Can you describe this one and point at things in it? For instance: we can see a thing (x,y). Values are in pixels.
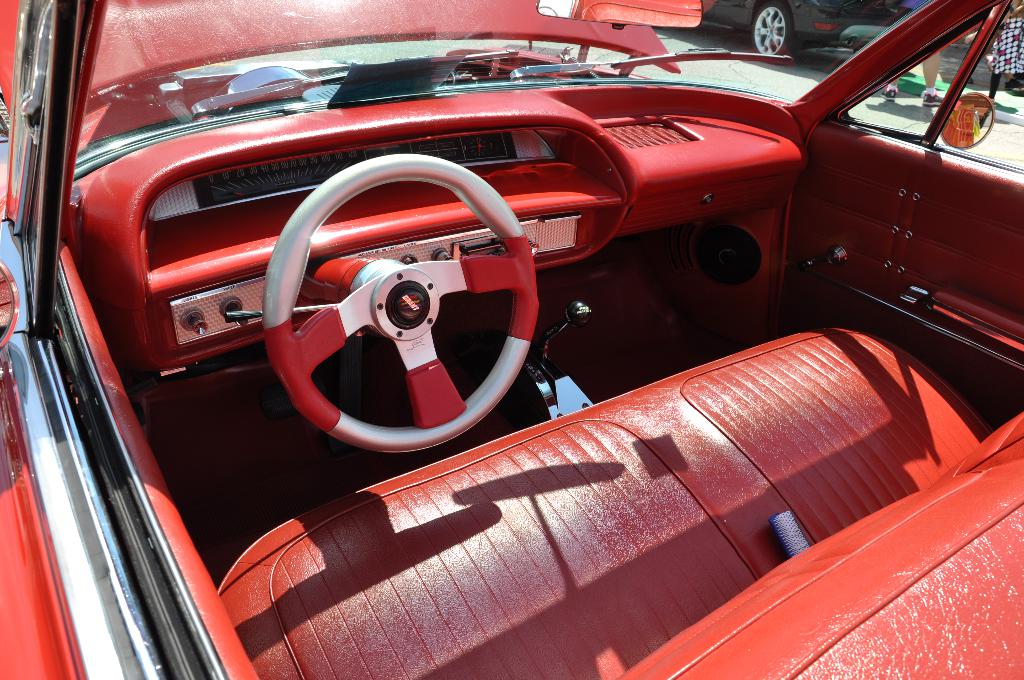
In this picture there is a car (256,245) in the center of the image (624,410), which is red in color and there is another car (770,33) and people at the top side of the image (805,42).
